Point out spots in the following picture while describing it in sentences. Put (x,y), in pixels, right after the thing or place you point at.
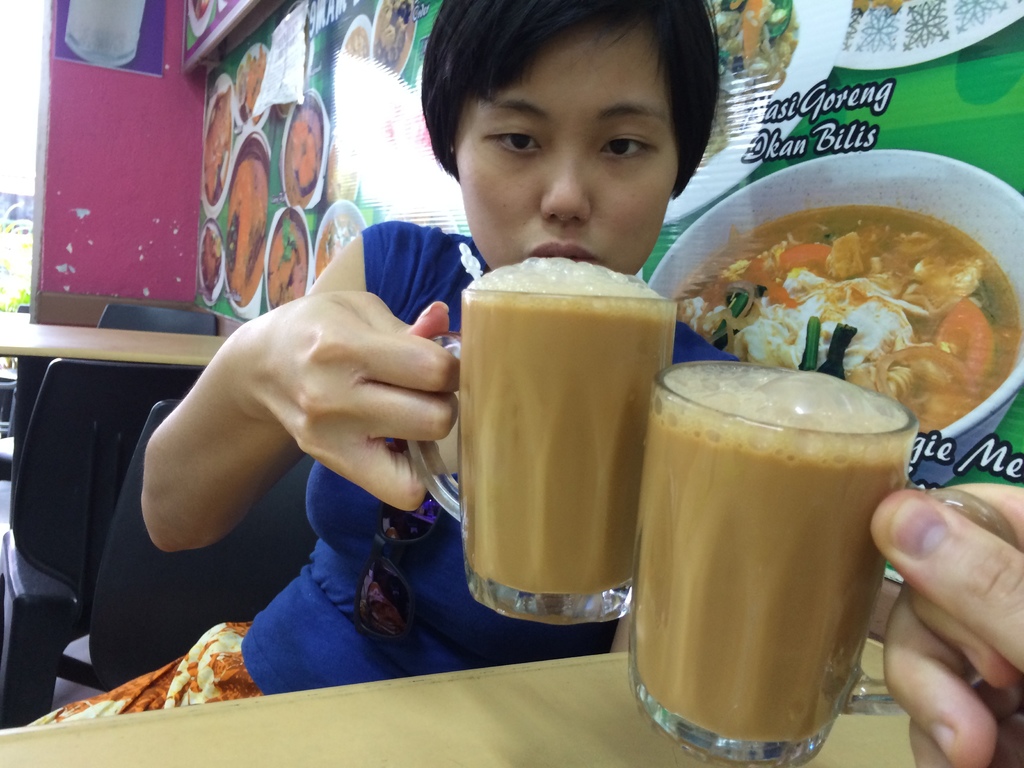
In this image we can see the person (508,215) sitting on the chair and holding a glass (502,395) with a drink (612,465) and we can see there is the other person's hand (948,583) holding a glass (827,605) with a drink (840,531). And there are tables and chairs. At the back (383,94) we can see the poster (333,135) with images (400,137) attached to the wall (138,155).
